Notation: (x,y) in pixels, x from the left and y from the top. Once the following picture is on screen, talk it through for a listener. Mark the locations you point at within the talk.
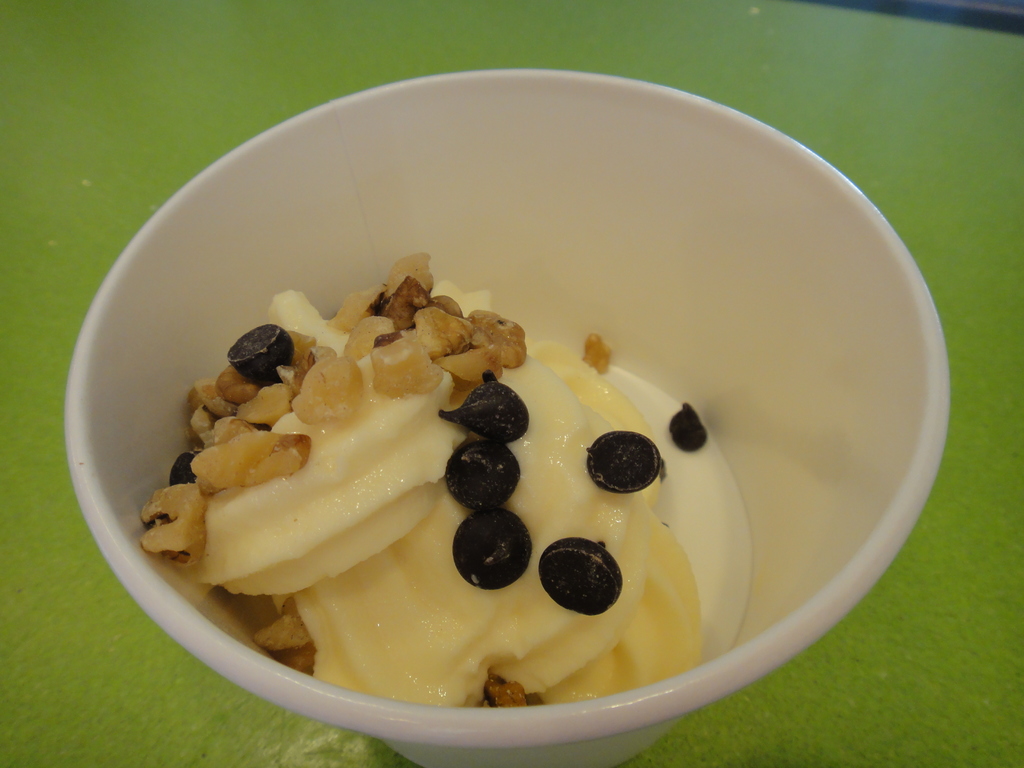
In the center of this picture (584,259) we can see a white color bowl (648,354) containing ice cream (354,467), chocolate chips (480,560) and some dry fruits (404,360) and the bowl (697,166) is placed on a green color object (342,82).
